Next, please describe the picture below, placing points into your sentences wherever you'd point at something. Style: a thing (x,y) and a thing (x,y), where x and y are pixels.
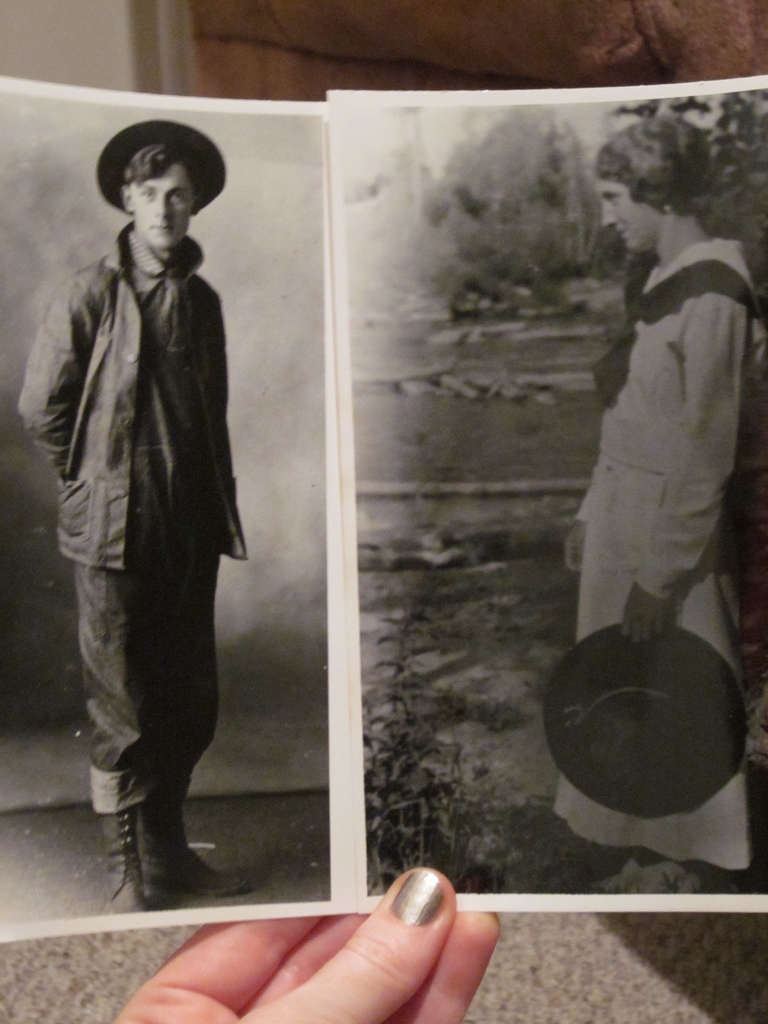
In this image there is a person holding two black and white photographs (376,646), and at the background (161,59) there is carpet (93,936), wall (55,77).
